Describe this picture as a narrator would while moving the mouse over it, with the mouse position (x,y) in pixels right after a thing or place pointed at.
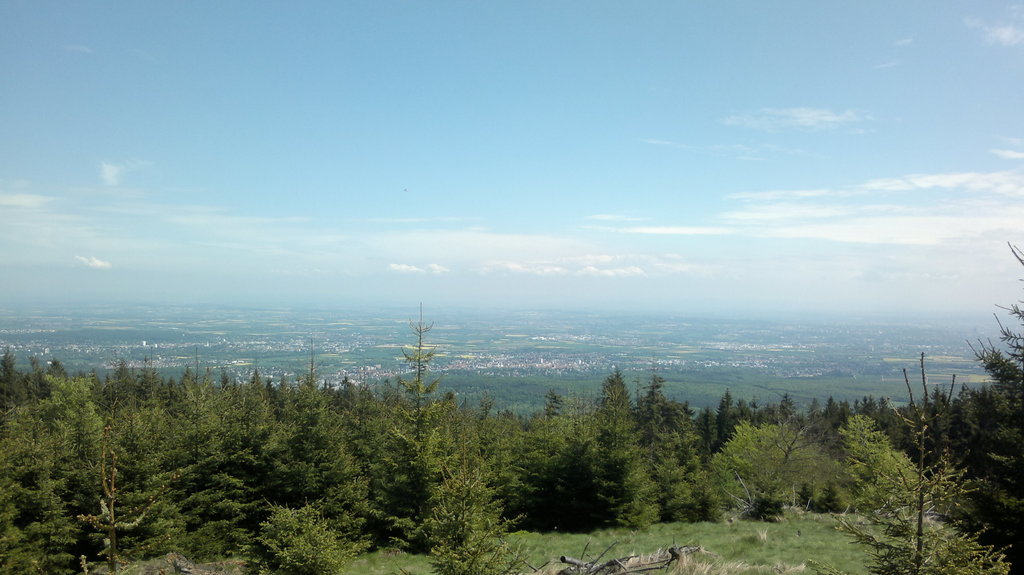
In this picture we can see trees (82,502) and in the background (473,251) we can see the sky (368,251) with clouds (799,225).
